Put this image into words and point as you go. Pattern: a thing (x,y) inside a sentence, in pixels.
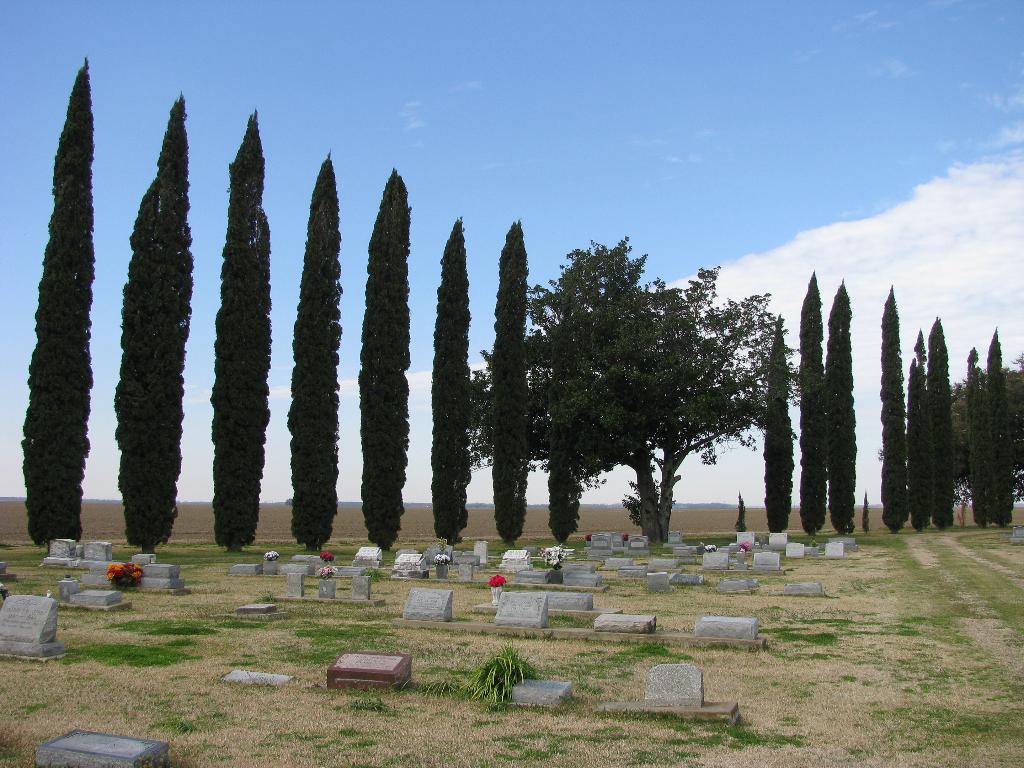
In the image there are tall trees (510,386) and in front of the trees (37,508) there are many stones (519,603), it looks like they are grave stones (498,607).
